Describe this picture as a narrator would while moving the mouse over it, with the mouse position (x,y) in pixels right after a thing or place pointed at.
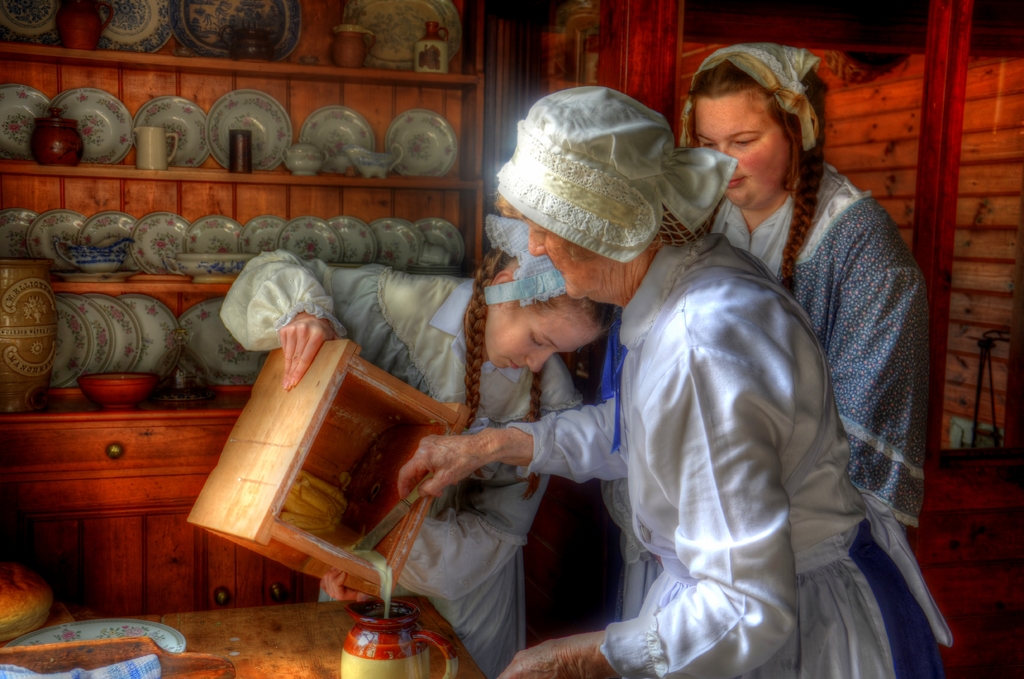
In this picture there are three women (849,239) were wearing dresses (663,475). The girl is holding a wooden box (309,465) and the old woman (654,329) is holding a knife (392,524). On the table (457,635) we can see the plate (84,645), bread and cloth (141,660). In the back (420,37) we can see the plates (190,108), cups (59,7) and other objects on the wooden rack (364,102). On the right (994,228) there is a door (994,228).
